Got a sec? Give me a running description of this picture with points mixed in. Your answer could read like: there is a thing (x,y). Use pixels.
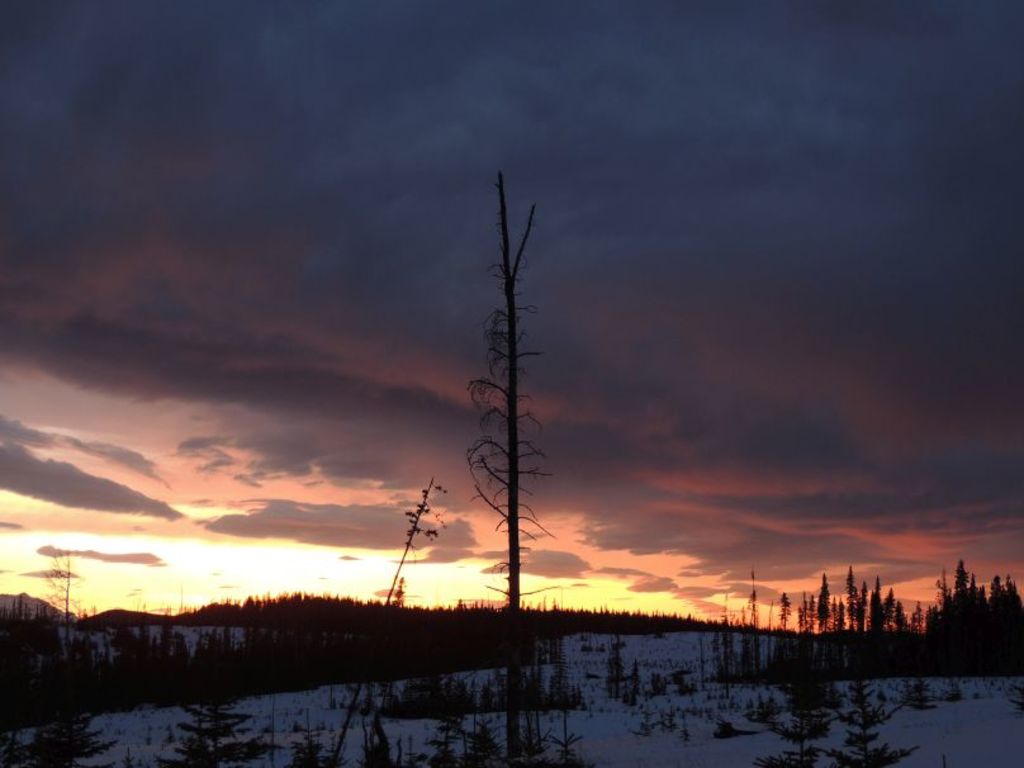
In this image I can see ground (972,750) full of snow (987,729). I can also see number of trees (557,762), clouds (570,484) and the sky (209,496). I can also see this image is little bit in dark.
